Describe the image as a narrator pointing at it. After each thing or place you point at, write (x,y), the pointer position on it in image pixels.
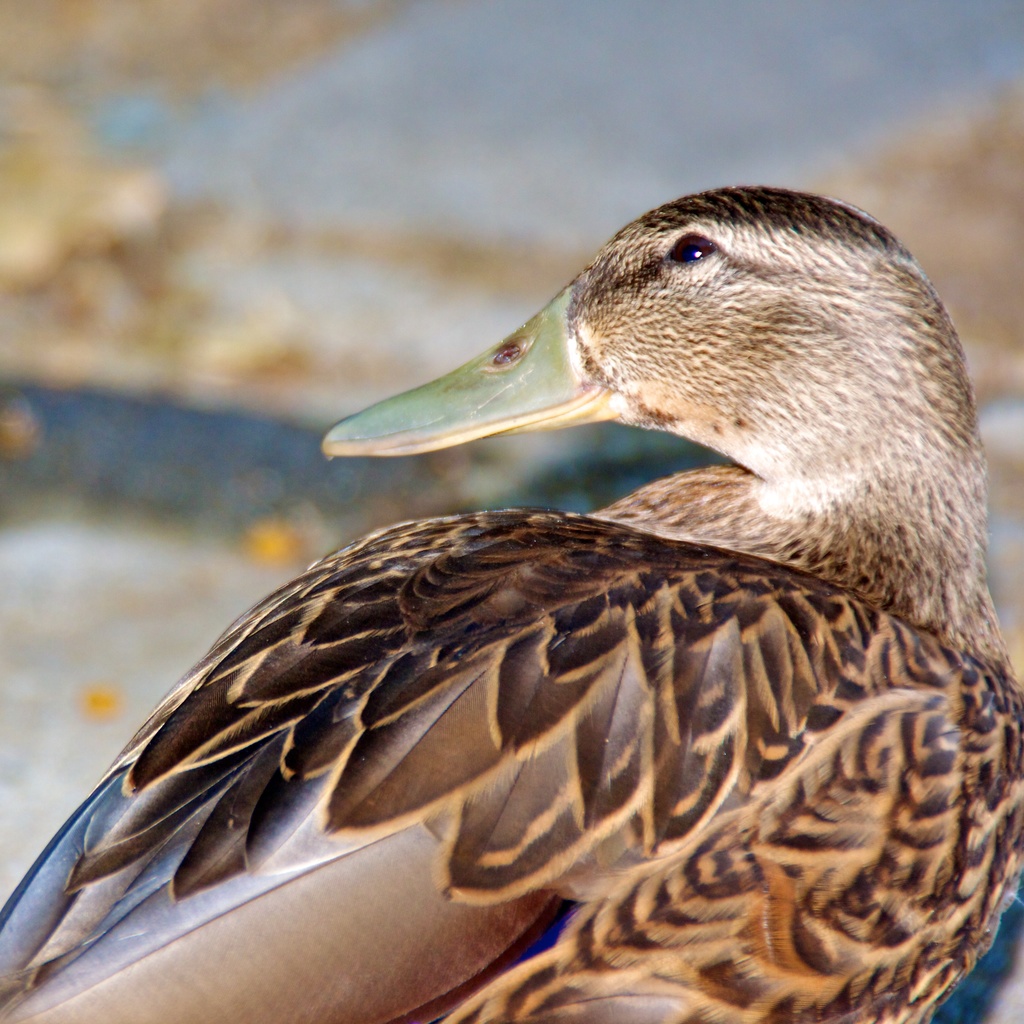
In the picture I can see a bird (635,704). The background of the image (352,375) is blurred.
